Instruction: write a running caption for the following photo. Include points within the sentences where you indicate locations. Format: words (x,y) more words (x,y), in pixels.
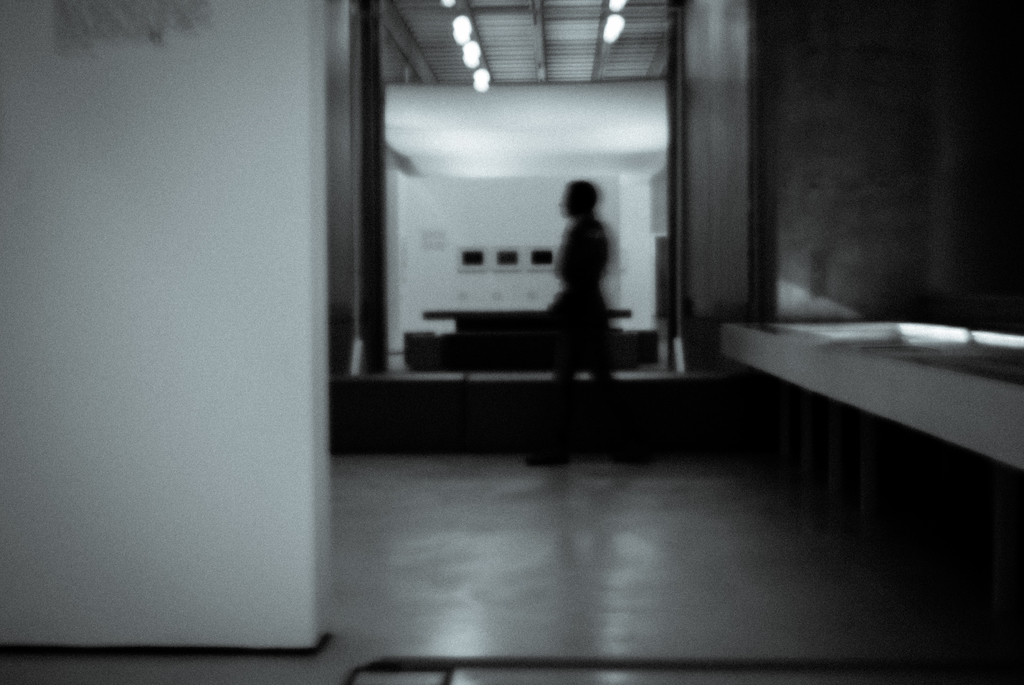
In this image in the middle (582,312) there is a person (565,327). At the bottom (409,616) there is a floor (548,640). This image is clicked inside a building (685,243). In the background (415,294) there are lights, table (514,333), wall (495,228).
